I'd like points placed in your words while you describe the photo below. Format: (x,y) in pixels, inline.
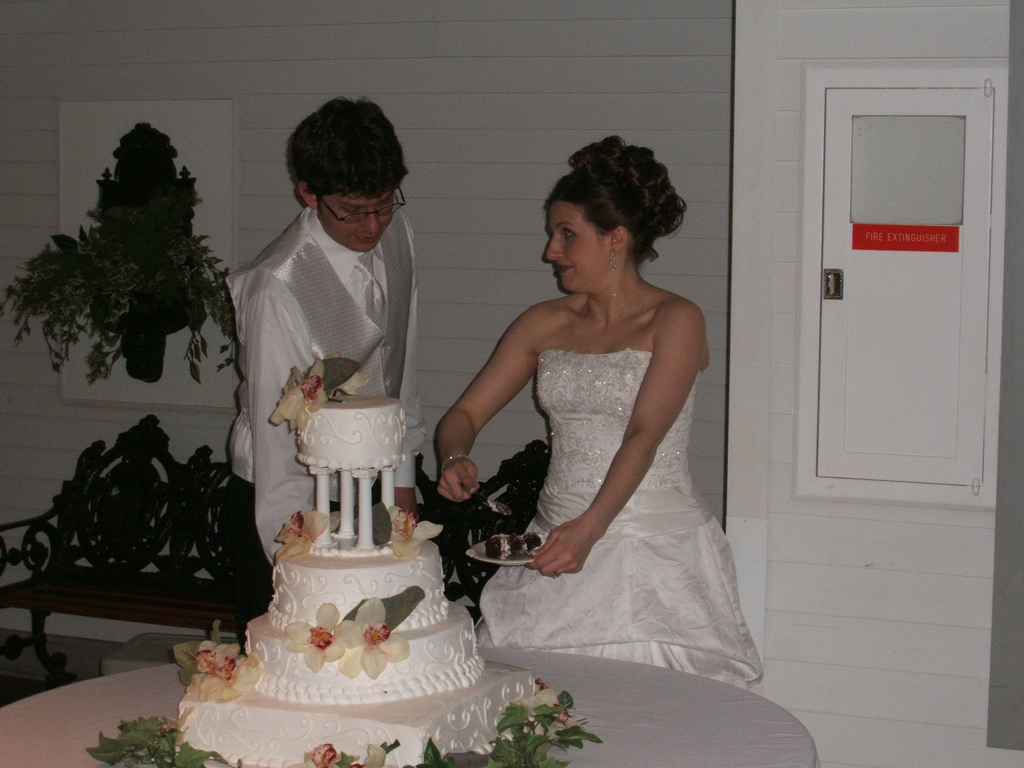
In this image, we can see a man (323,255) and a woman (621,421) standing, there is a table (681,726), on that table (1,745) there is a cake (357,745), in the background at the right side (939,454) there is a white color door (925,344), at the left side (315,83) we can see a bench (41,592) and a wall (612,74).
